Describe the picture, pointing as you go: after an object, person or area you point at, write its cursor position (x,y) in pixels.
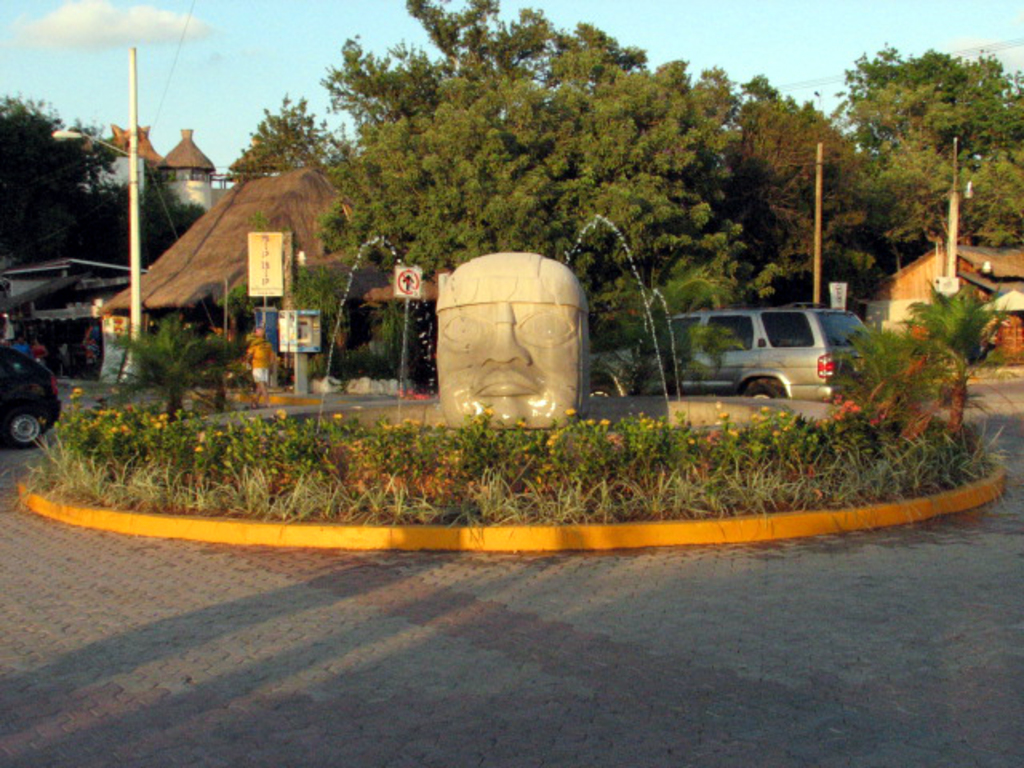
In this image in the center (483,452) there are plants (203,442) and there is a sculpture (517,400). In the background (412,226) there are trees (856,292), vehicles (845,353), houses (171,302), boards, poles (953,233) and the sky (166,111) is cloudy and there is a fountain (436,411) in the center (354,413).
